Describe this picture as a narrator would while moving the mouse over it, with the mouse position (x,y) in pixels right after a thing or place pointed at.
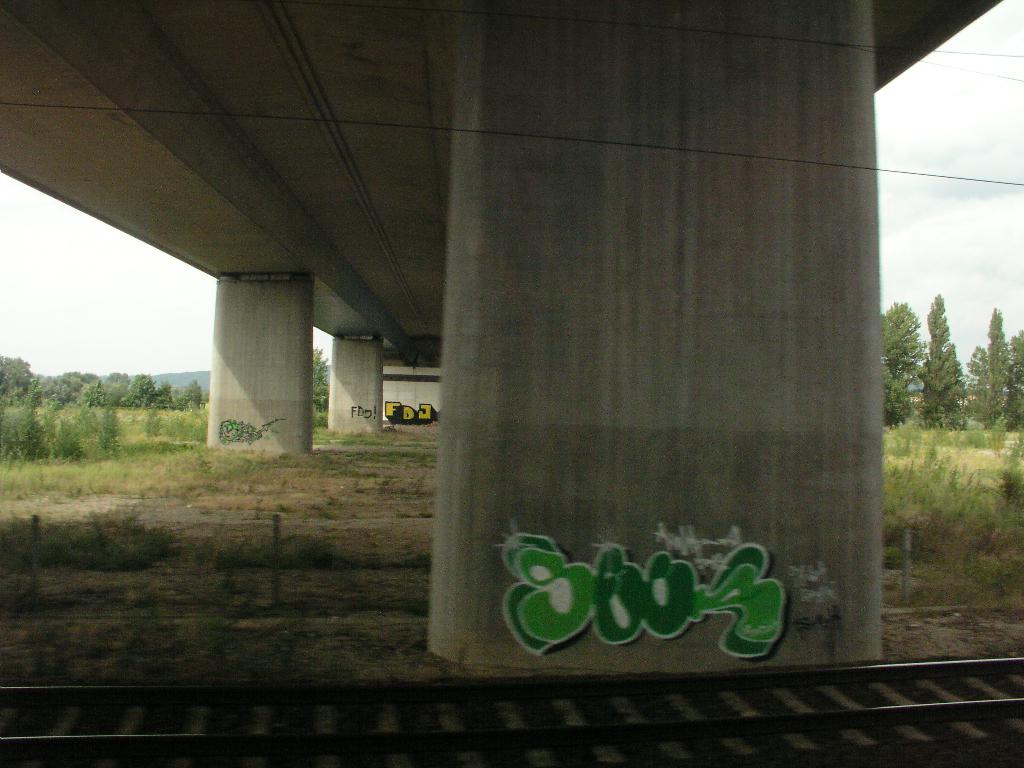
There is a bridge (434,417) with pillars (552,461). Near to the pillar (549,646) there is a railway track (504,710). On the ground (295,516) there are plants (372,455). In the background (975,203) there are trees (96,383) and sky (961,197). On the pillars (442,417) there is graffiti (688,612).
